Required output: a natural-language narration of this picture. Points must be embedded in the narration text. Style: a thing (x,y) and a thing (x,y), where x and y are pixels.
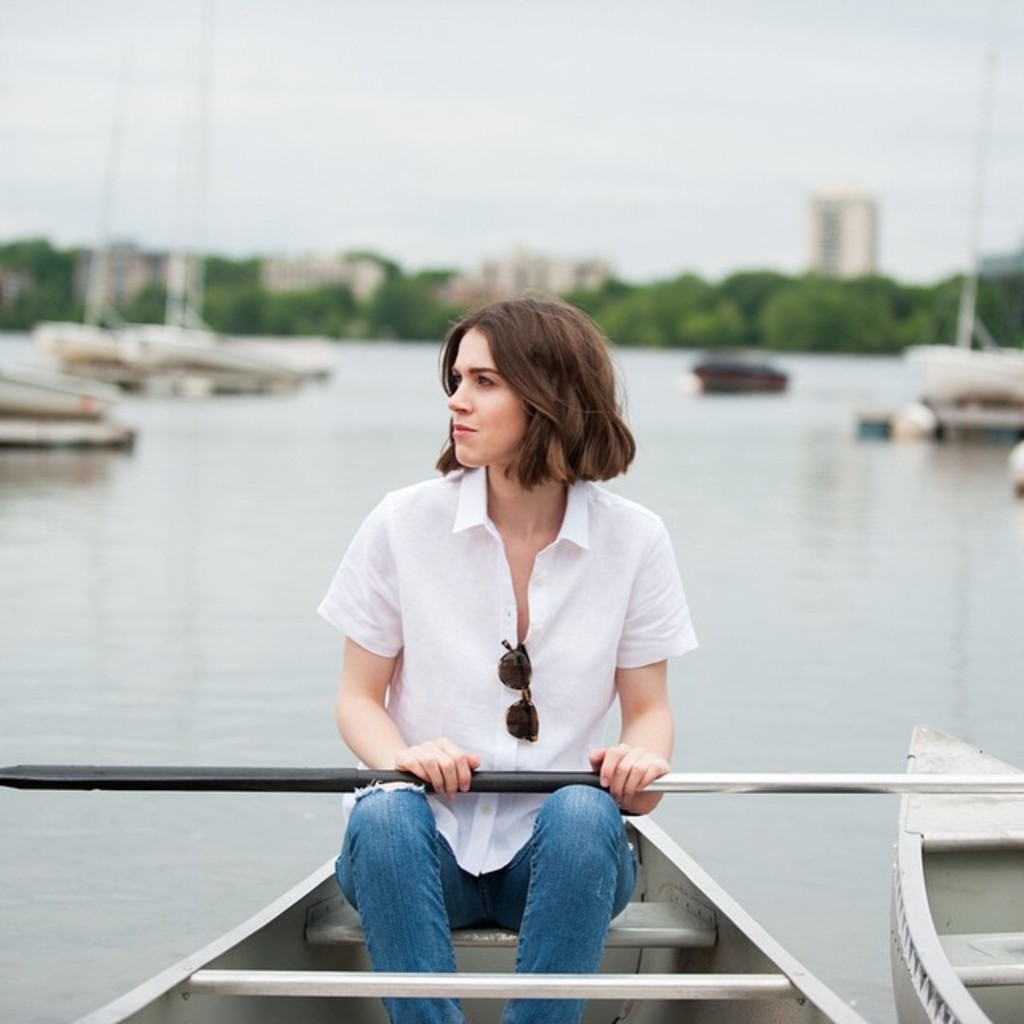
In this image there is a lady (499,861) sitting on a boat (609,934), holding a rod (301,777) in her hand (460,762), in the background (945,372) there boats (62,389), trees (845,338), buildings (861,273) and it is blurred.
